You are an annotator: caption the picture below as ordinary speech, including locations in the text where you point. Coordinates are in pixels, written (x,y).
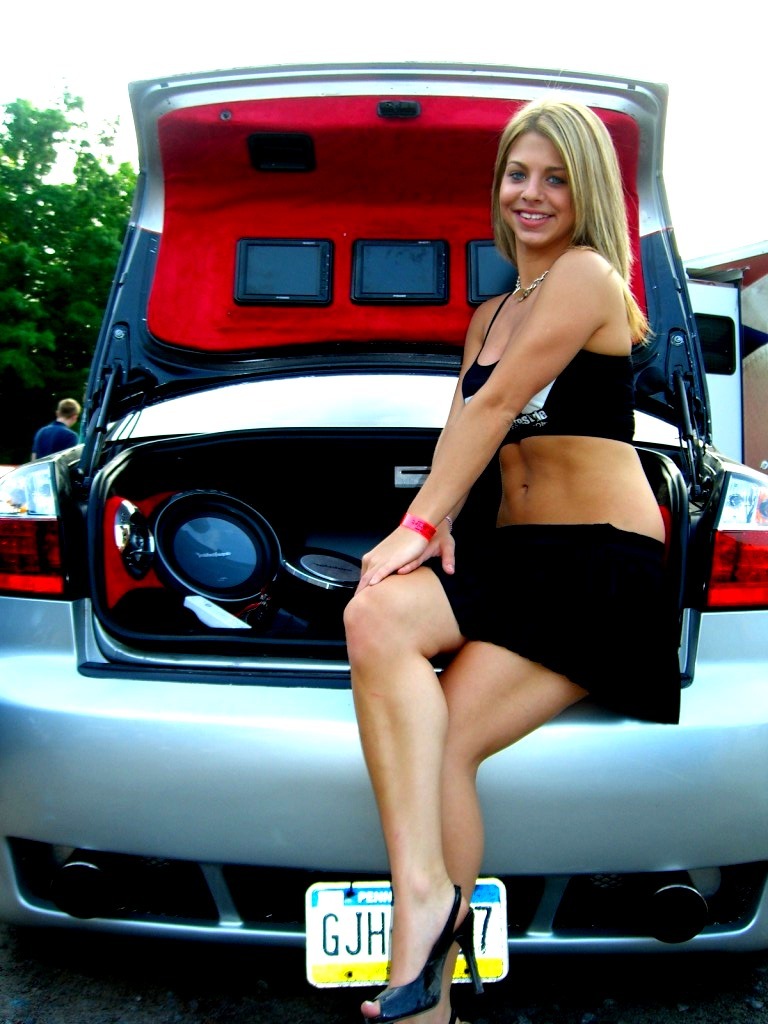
She is sitting on a car (336,761). She is smiling. We can see the background there is a tree (37,298), sky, man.
